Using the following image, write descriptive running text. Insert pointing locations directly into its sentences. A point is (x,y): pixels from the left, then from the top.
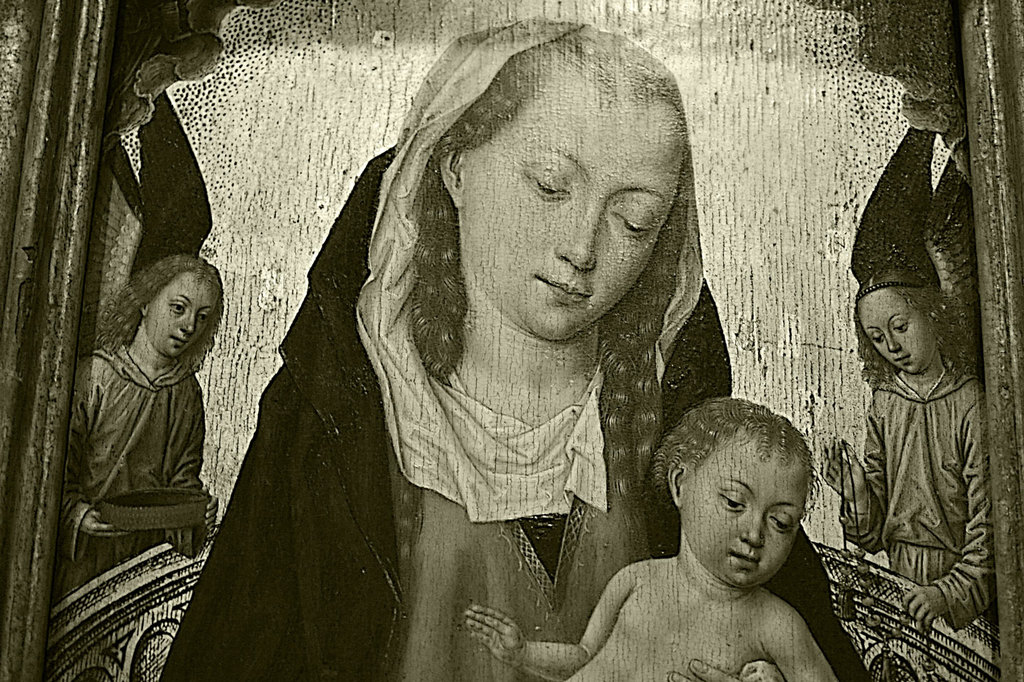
This is a black and white picture, there is a photograph of a woman (427,394) holding a baby (735,571) and behind her two girls (951,387) standing on either side.
